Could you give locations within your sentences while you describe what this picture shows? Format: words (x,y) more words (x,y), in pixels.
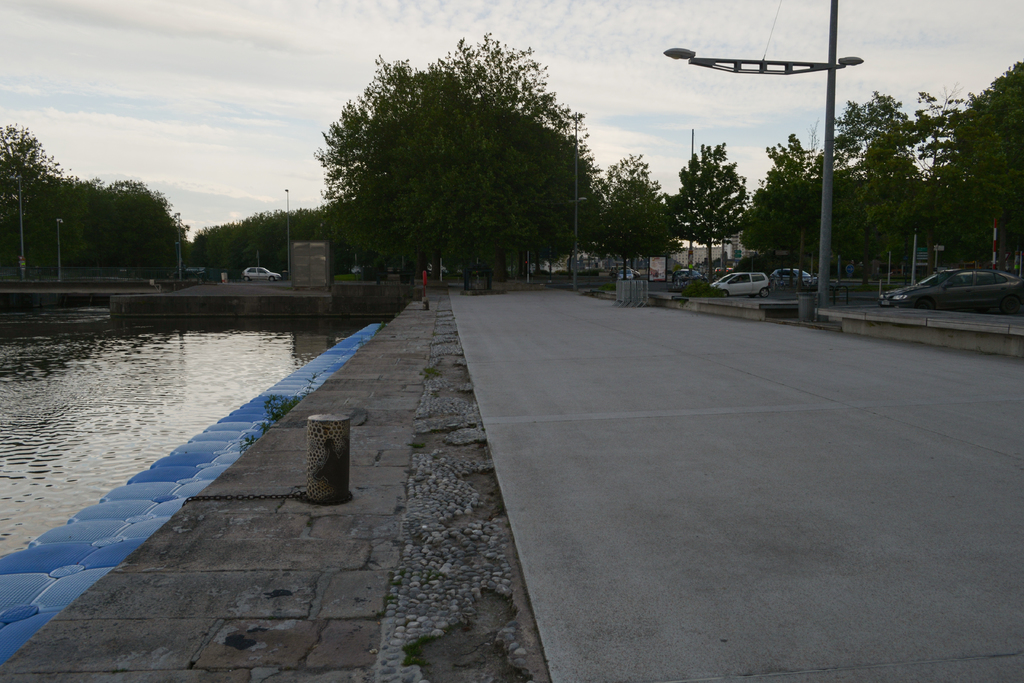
On the left side (149,417) there is water (199,374), bridge (23,289), poles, trees (49,254) and vehicle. At the bottom (419,484) there is a road (534,546), small pole (327,472) and a chain (207,496) on the left side (236,507). In the background (964,299) there are trees (767,209), poles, light poles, vehicles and clouds (289,13) in the sky (630,24).
